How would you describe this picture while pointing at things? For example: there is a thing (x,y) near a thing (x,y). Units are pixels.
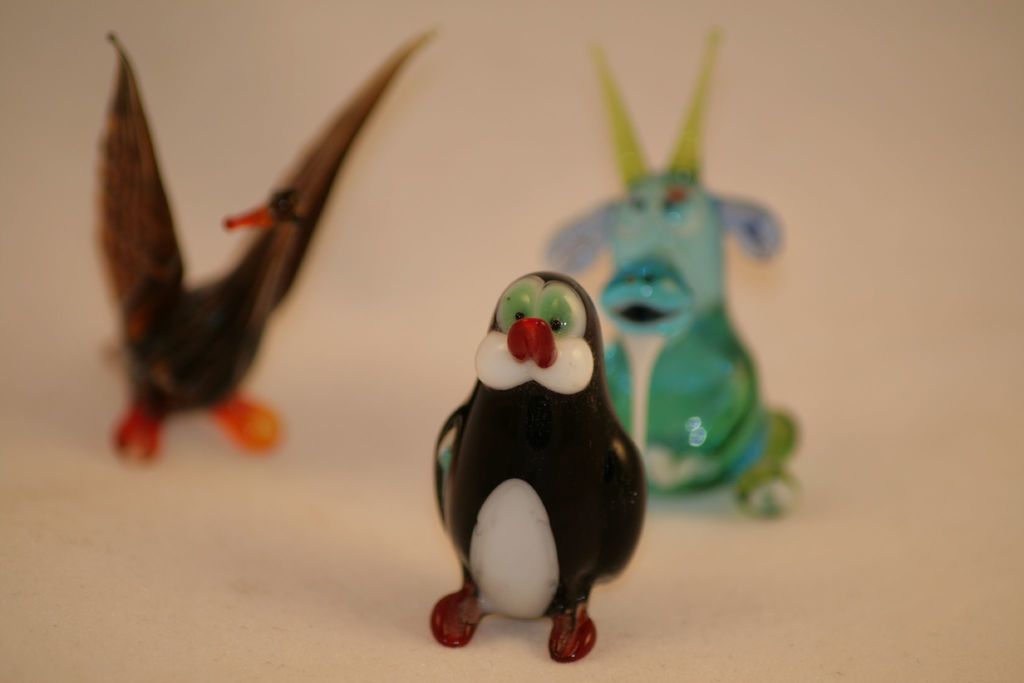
Here we can see toys (665,191) on the surface (214,540).
